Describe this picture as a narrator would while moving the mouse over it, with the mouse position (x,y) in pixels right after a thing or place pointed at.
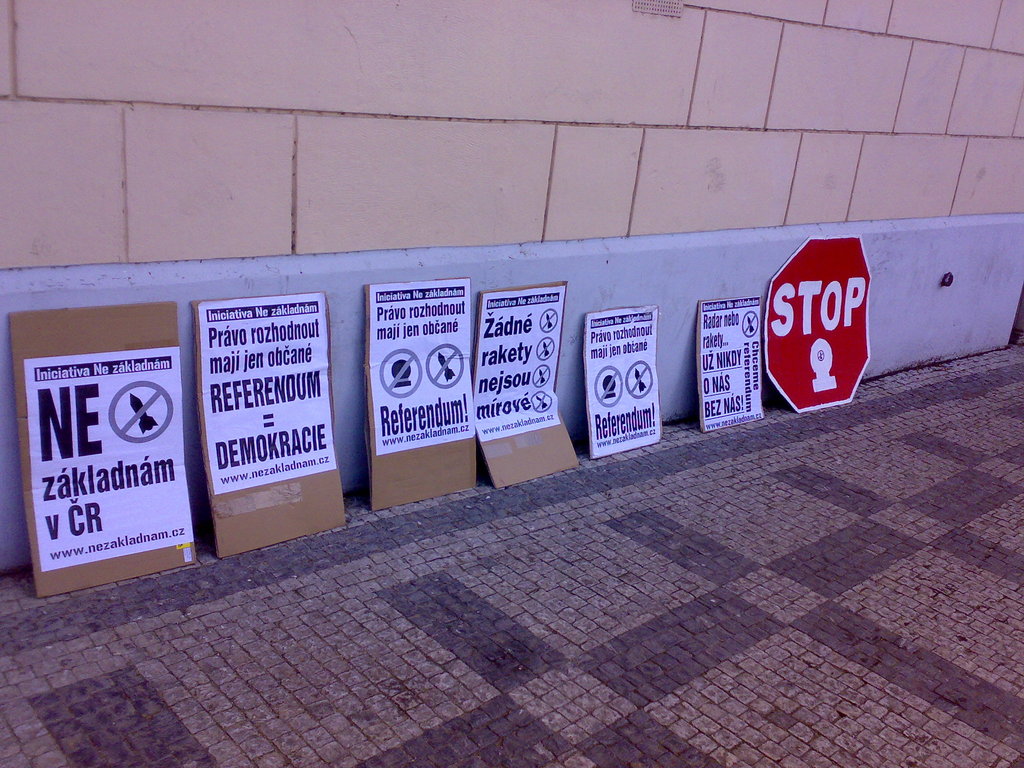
In this image I can see sign boards (253,483), papers (234,457) attached to boards (335,479). I can also see something written on papers (322,430). Here I can see a wall (402,241).
